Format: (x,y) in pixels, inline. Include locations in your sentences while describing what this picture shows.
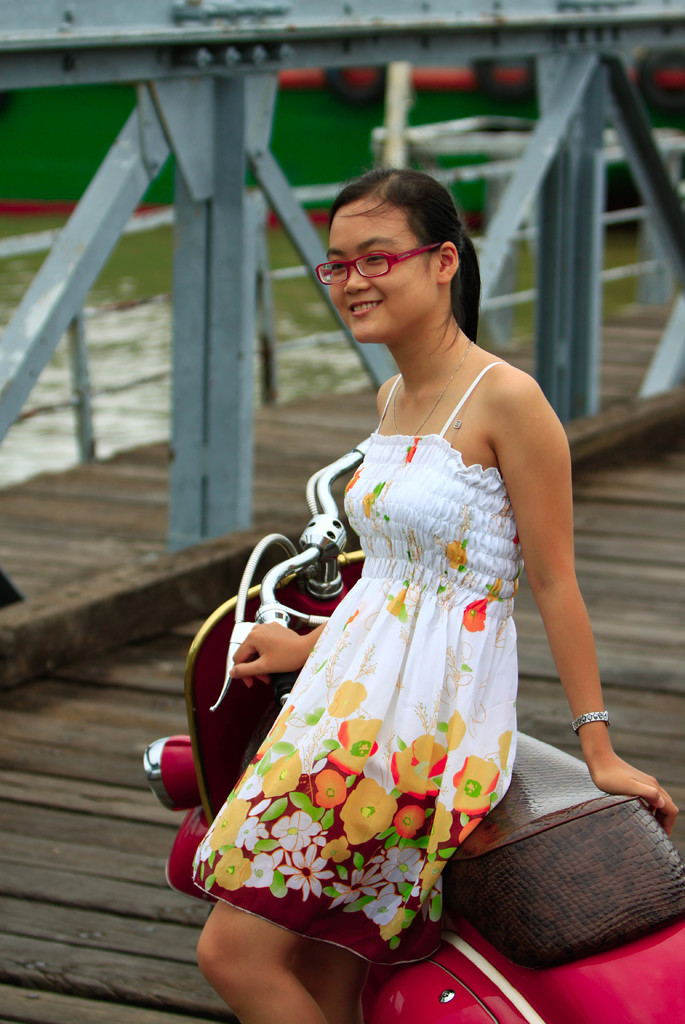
The girl (310,744) in white dress (317,819) is sitting on the red color scooter (494,847). She is wearing spectacles (406,256) and she is smiling. Behind her, we see iron rods (217,390). In the background (170,192), we see a green color wall (67,150).
